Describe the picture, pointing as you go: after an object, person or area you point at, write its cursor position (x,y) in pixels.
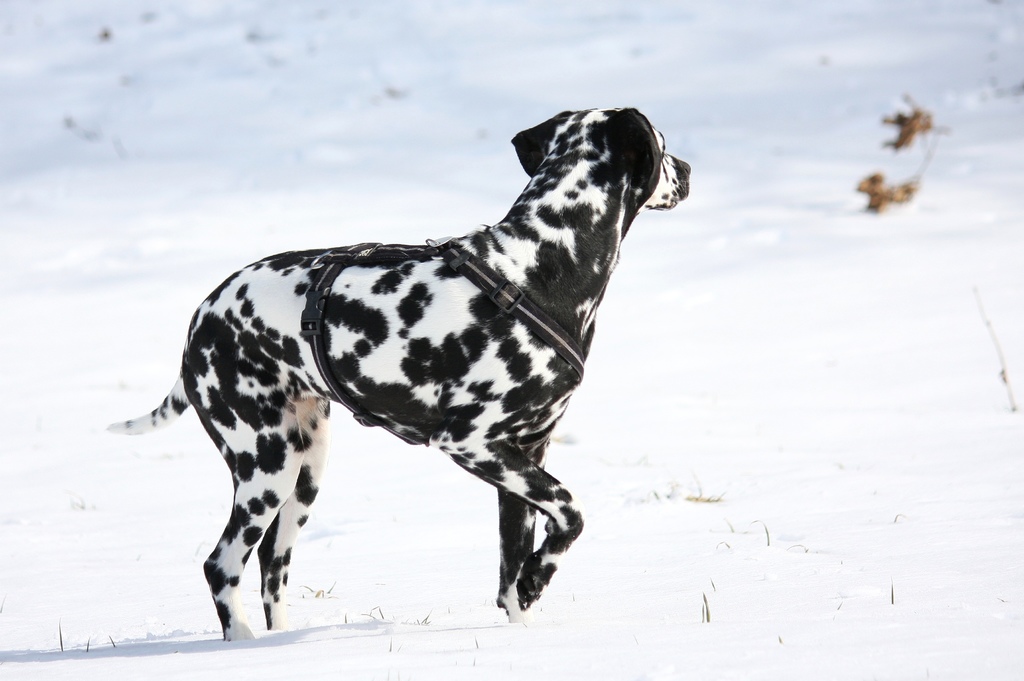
In the picture I can see a dalmatian dog (456,356) with a belt (308,324) is standing on the snow (735,467). The background of the image (922,14) is blurred.
